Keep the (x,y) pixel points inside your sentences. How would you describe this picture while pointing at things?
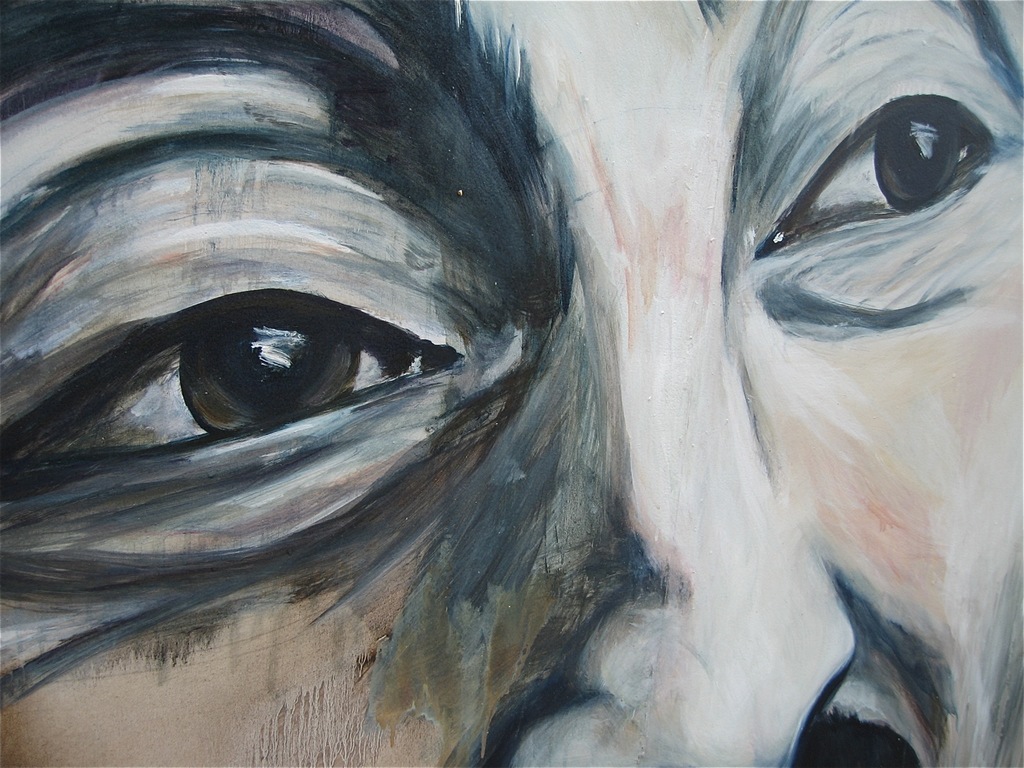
In the picture I can see a painting (370,516) of a person's face (387,514) where I can see eyes (765,248) and nose (818,611).
